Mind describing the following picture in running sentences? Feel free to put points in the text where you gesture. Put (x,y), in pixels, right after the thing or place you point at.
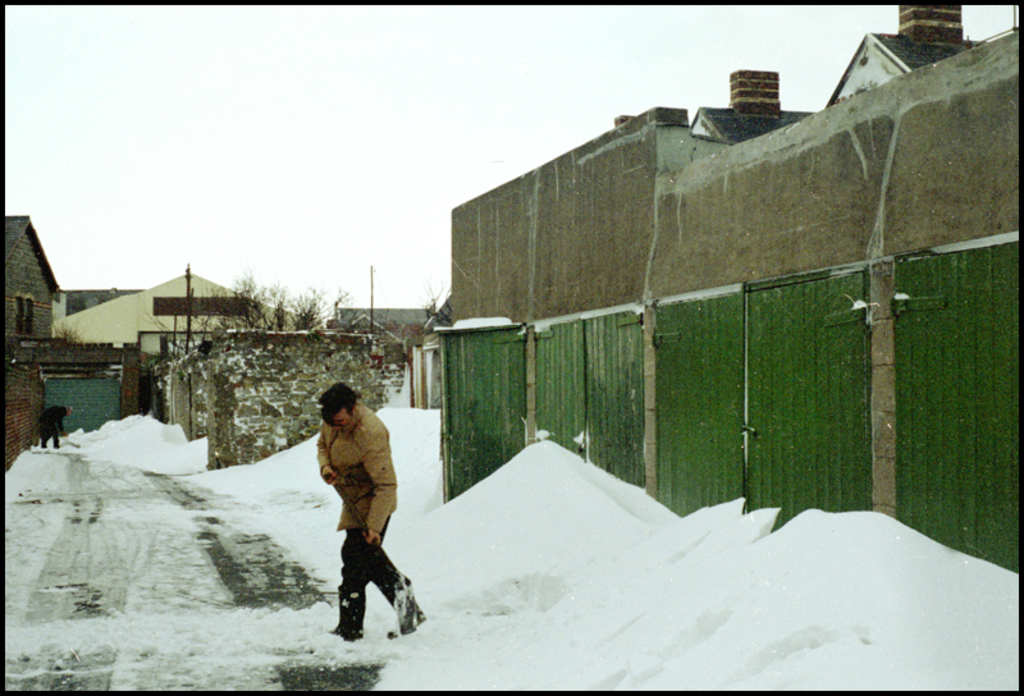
In this picture I can observe a person (339,433) walking on the land (236,597). I can observe snow heaps (553,528) in this picture. In the background (159,320) there are houses (59,298) and sky (261,138).
